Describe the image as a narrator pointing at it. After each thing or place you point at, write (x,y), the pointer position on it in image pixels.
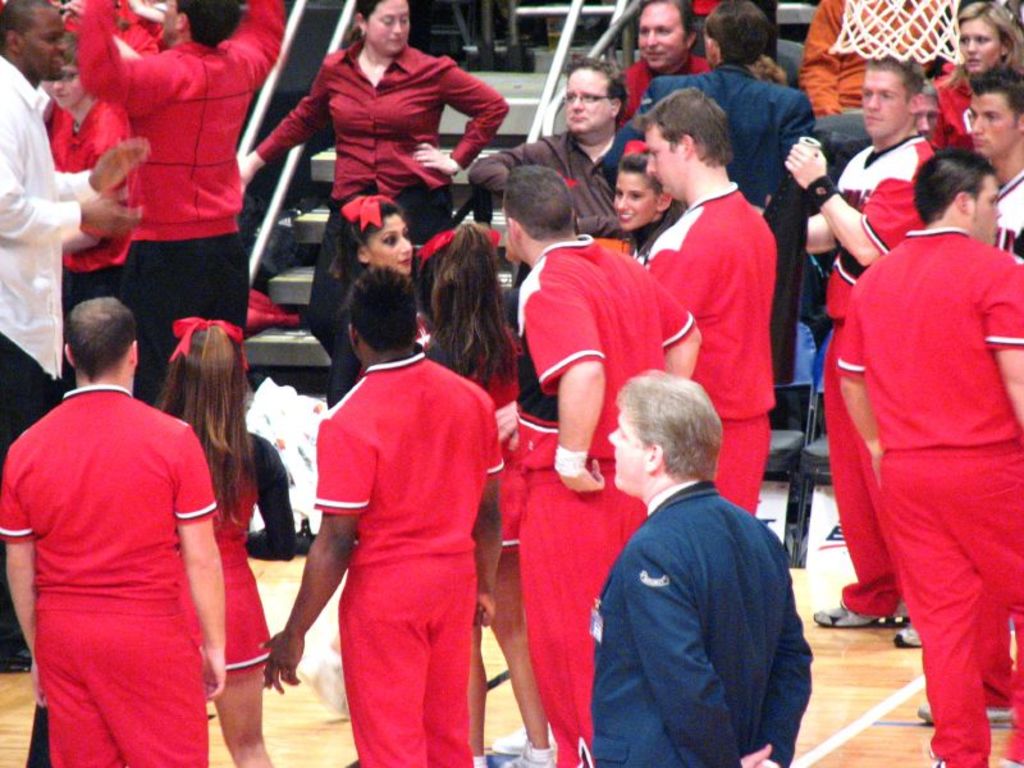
In this picture we can see a few people (582,85) on the ground (822,762). There are some chairs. We can see a net (859,53) in the top right (883,33). There are a few stairs (292,208) visible at the back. We can see other objects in the background (548,84).
